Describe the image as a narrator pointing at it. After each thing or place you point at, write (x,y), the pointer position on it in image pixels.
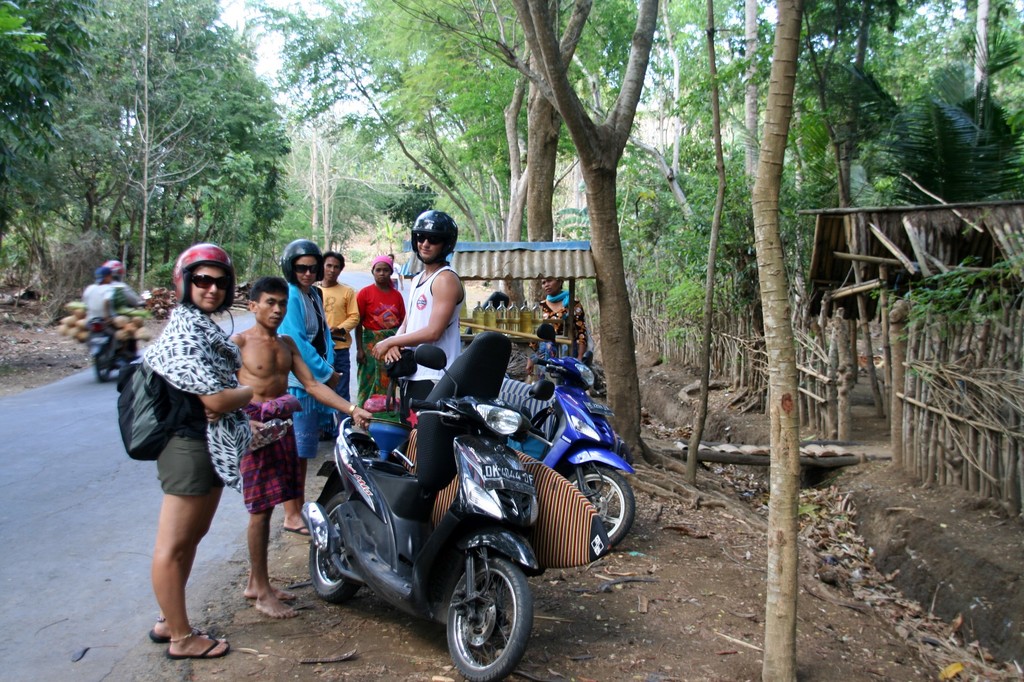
In this image i can see few persons (250,461) standing on road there are two bikes (572,399) in front of them at the back ground (252,62) i can see two other persons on a vehicle (96,335), a tree (213,104) and a sky (267,57).
